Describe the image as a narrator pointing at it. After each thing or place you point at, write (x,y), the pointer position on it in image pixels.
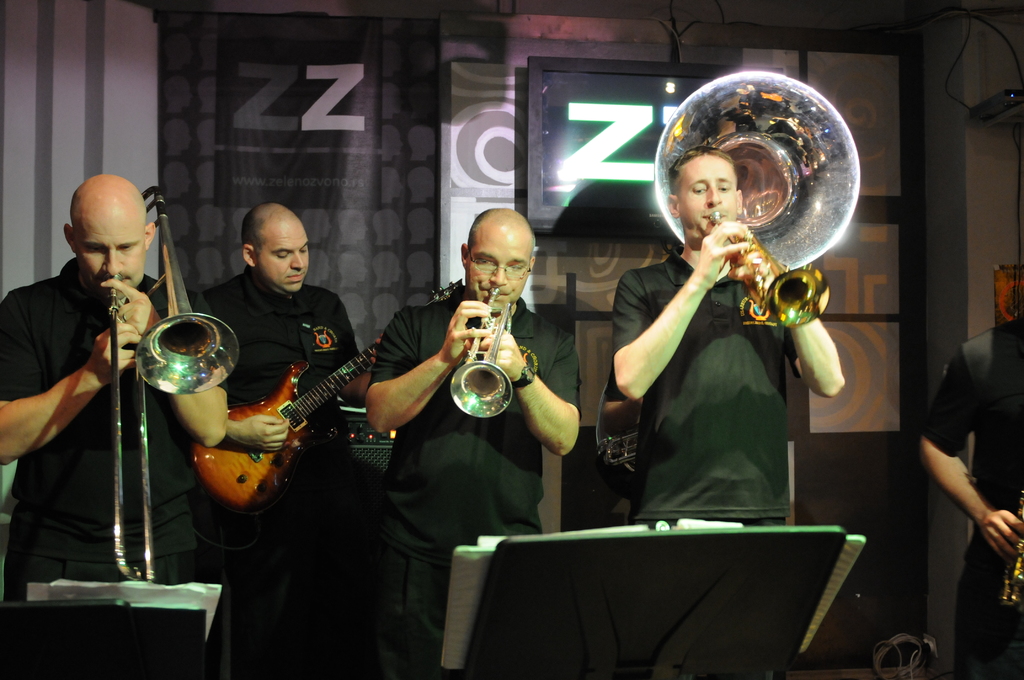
In this picture there are total of 6 member (93,430) and everyone playing instrument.
